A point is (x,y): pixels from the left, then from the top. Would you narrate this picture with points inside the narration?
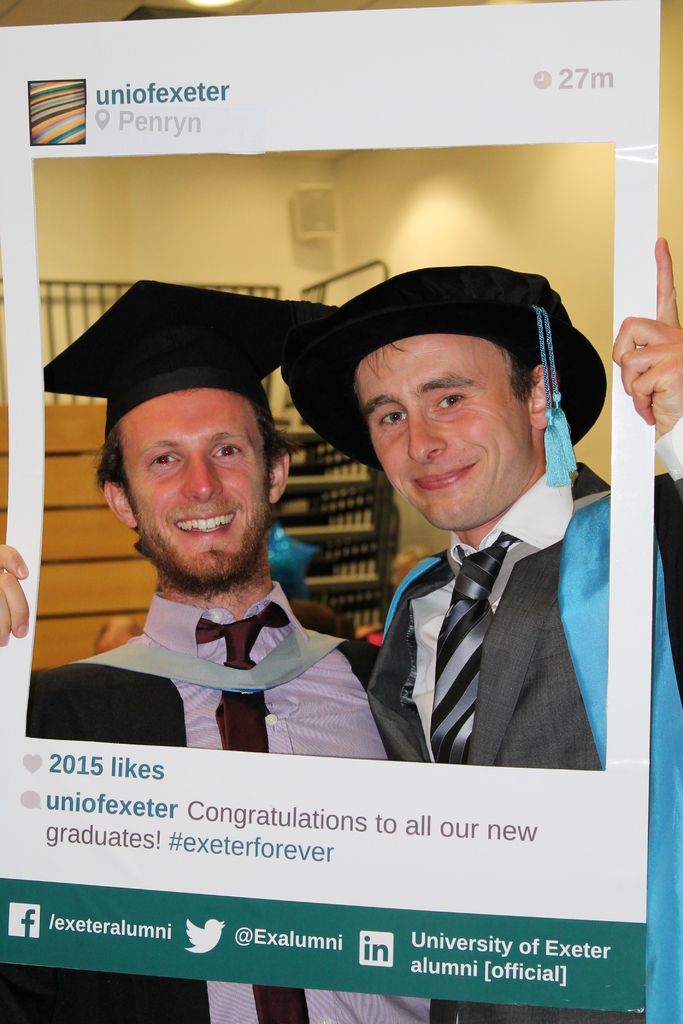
In this picture we can see two men (180,629), they wore caps (99,336), and they are holding a placard (330,881), in the background (336,458) we can see few racks (342,508).
